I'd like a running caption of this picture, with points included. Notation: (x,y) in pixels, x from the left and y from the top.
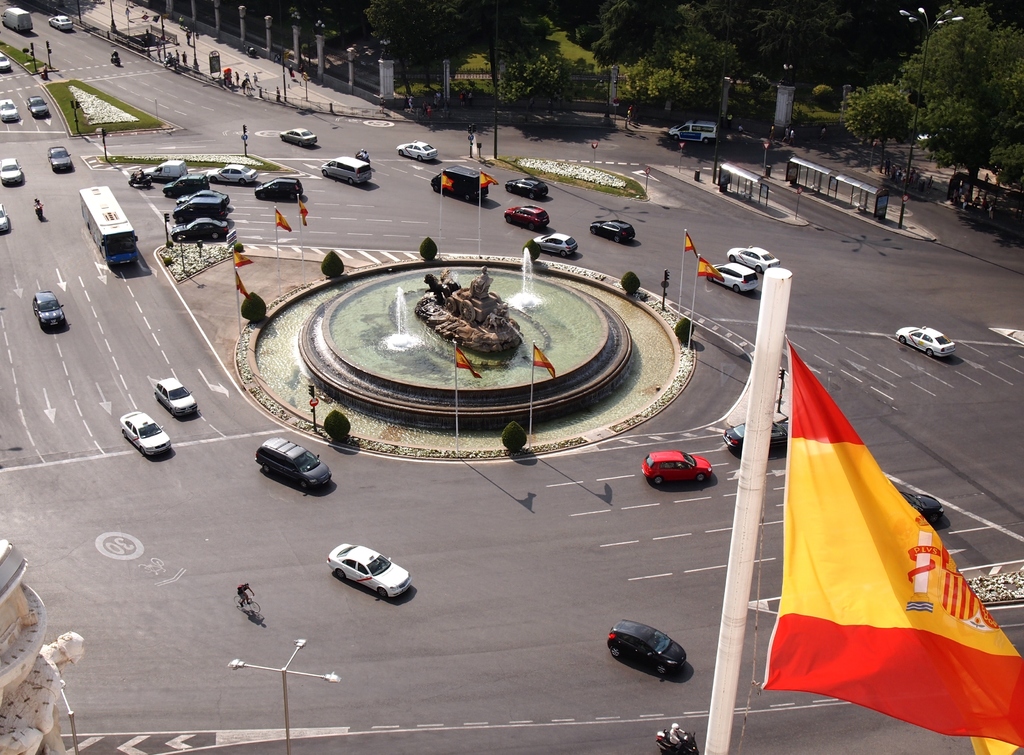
In this image in the center (419,339) there is one fountain (423,355), and at the bottom (138,643) there is a road (466,682). On the road (148,472) there are some cars (381,589), cycles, bikes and buses (105,212). And in the background (498,78) there are some trees (958,100) poles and lights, in the foreground (876,641) there is one pole (718,742) and one flag (838,632).
